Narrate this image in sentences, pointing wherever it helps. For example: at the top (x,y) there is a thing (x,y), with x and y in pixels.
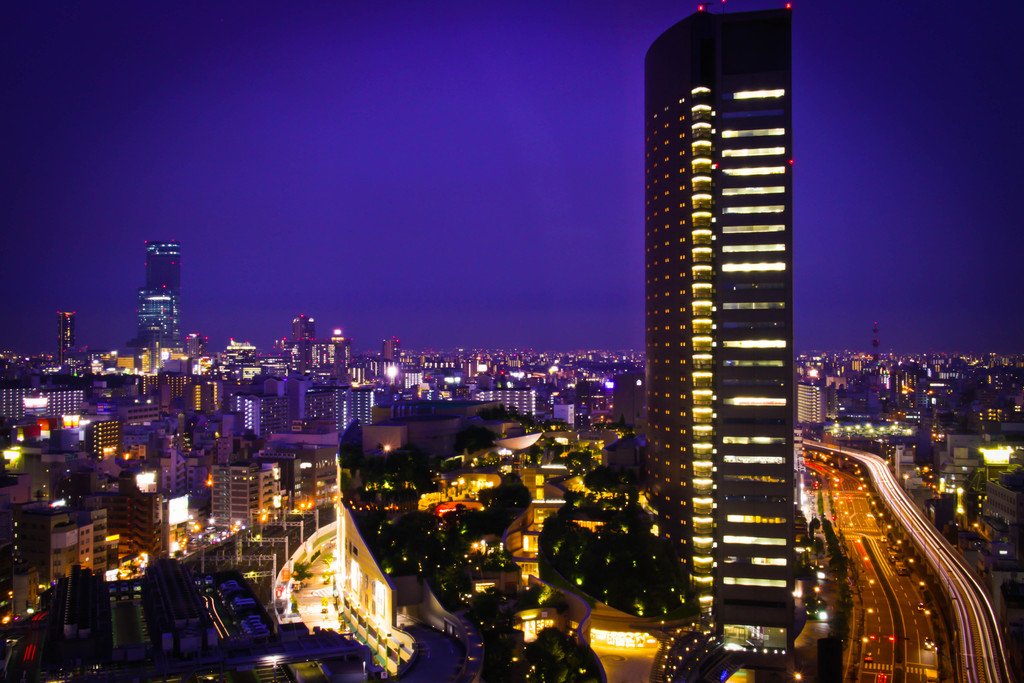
In this image I can see the buildings (504,444). I can see the lights (700,433). On the right side (861,546), I can see some vehicles (903,568) on the road (905,645).
